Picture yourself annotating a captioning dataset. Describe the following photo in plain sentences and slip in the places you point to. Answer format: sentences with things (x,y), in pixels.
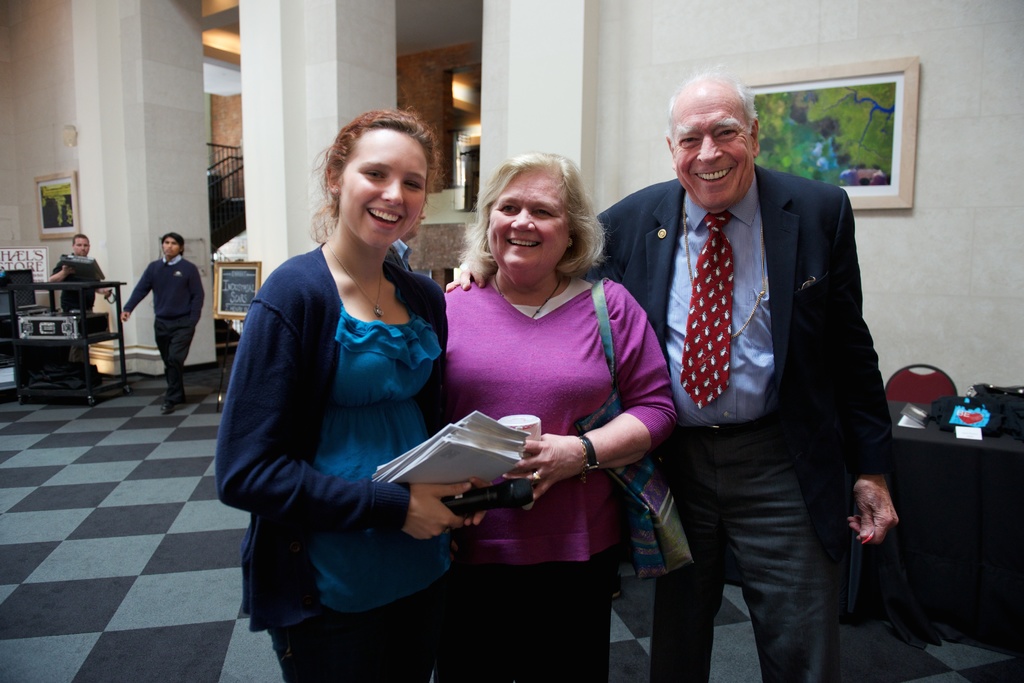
In the center of the image (581,388) we can see three persons (549,392) standing on the floor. On the right side of the image (930,491) we can table (917,496), chair (923,392), bag (961,415) and a photo frame (876,146). In the background (213,137) we can see wall (746,51), person (202,294), board (215,284), some container (76,320), stairs (215,225) and photo frame (58,211).
